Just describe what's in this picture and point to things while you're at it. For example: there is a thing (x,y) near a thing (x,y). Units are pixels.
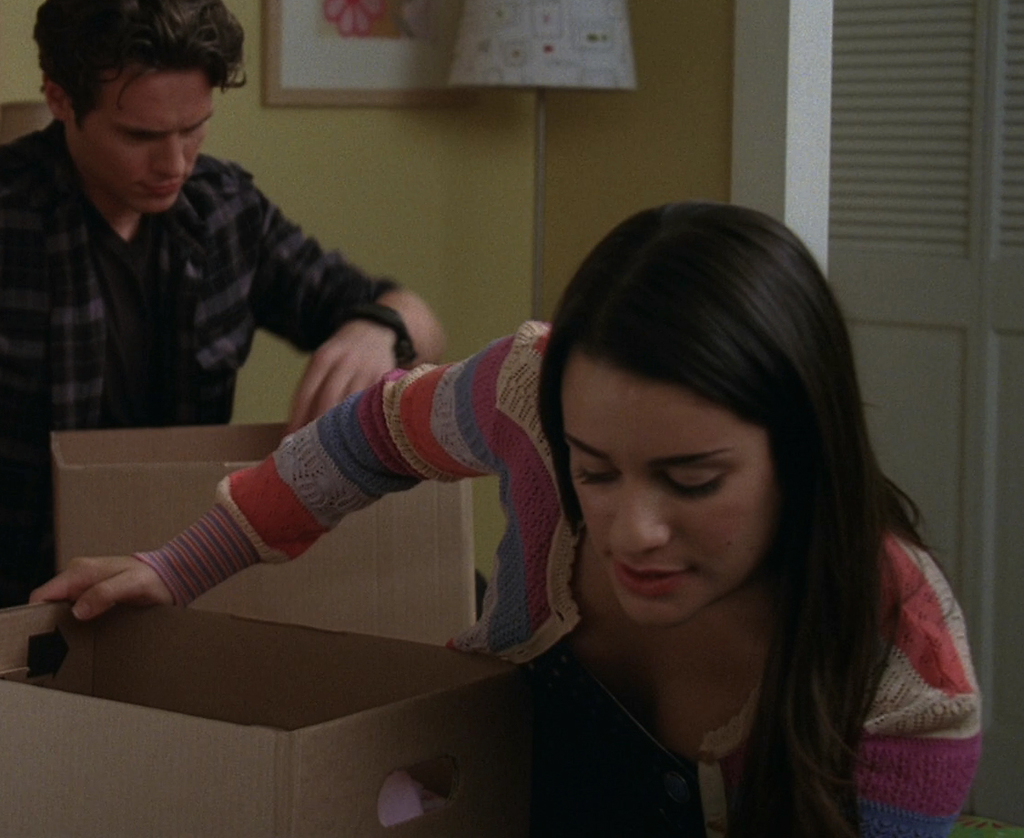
In this image I can see two people (263,488) with different color dresses (13,328). I can see these people (242,480) are holding the cardboard boxes (293,655). In the background (519,32) I can see the lamp (525,32) and the frame (367,85) to the wall (488,236). To the right (928,265) I can see the door (928,265).
